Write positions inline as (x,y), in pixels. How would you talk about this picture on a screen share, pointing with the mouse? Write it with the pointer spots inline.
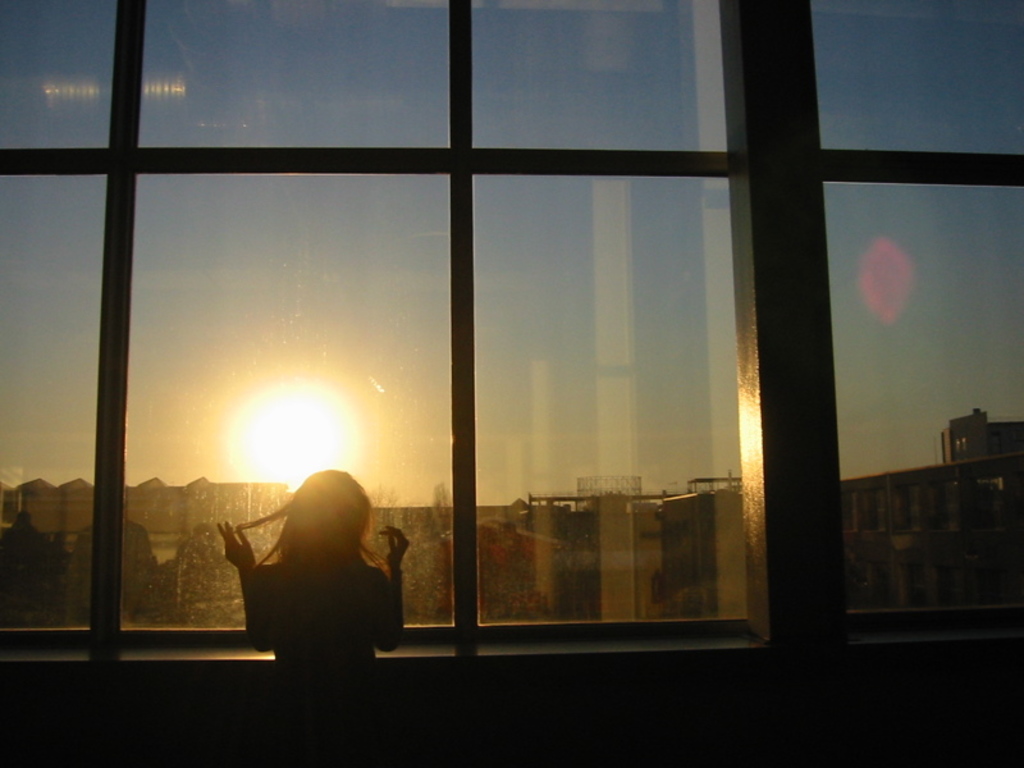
In the picture I can see a woman (334,627) standing and there is a glass (188,394) in front of her and there are few buildings (435,508) and a sun (242,448) in the background (410,509).
